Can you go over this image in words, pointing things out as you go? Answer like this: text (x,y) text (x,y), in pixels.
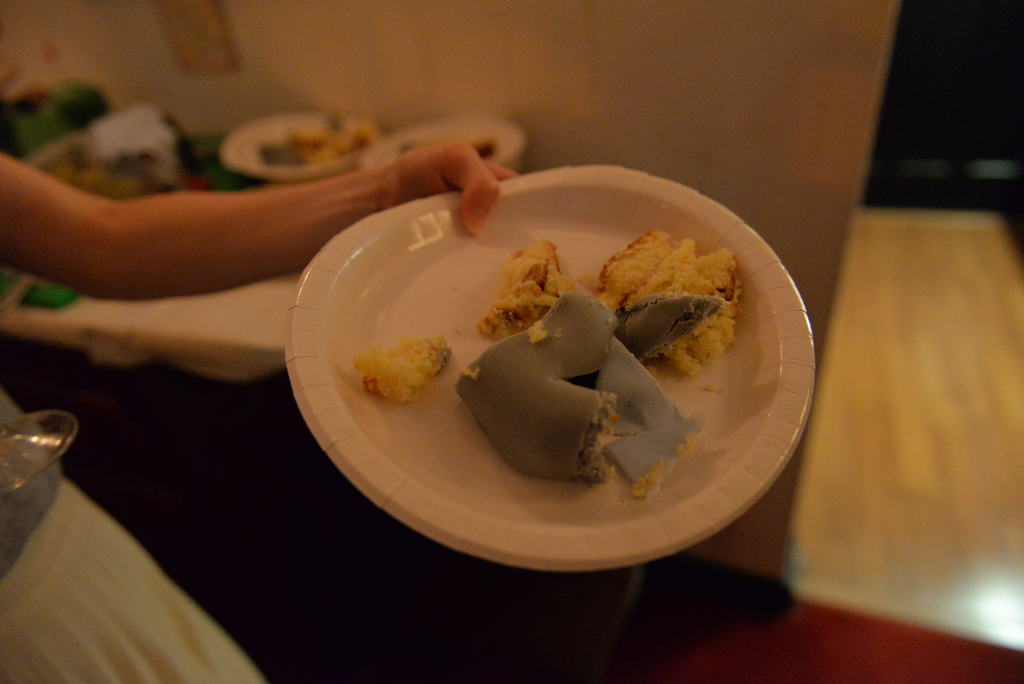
In this image there is a woman (51,254) towards the left of the image (42,227), there is a plate (719,464), there is food (572,324) on the plate (453,394), there are bowls (263,146), there is food (310,150) in the bowls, there is a table (154,345), there are objects (92,161) on the table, there is a wooden object (921,364) towards the right of the image (936,396), at the background of the image (793,244) there is a wall (713,101), there is an object (227,42) on the wall (305,58).
